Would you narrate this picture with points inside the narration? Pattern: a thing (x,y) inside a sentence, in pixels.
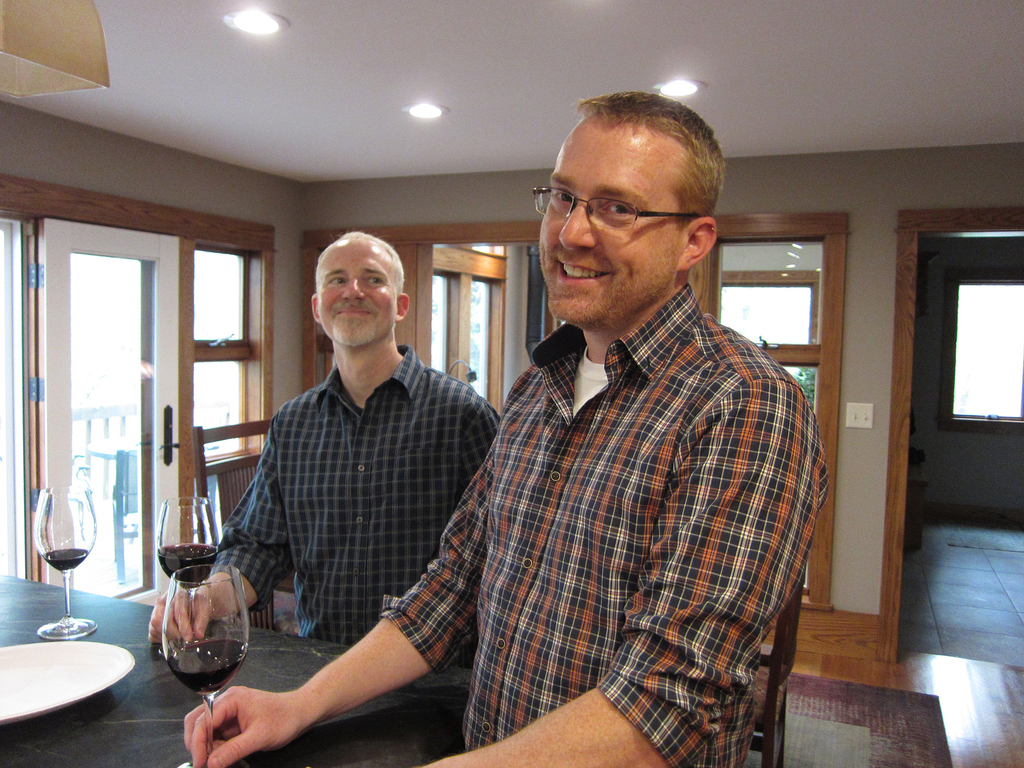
In this image I can see two people (476,550) are standing and smiling. In front of them there is a plate (63,698) and the wine glass (173,566). At the background (789,289) there is a wall (848,322) with window (739,280) and lights (239,16).
